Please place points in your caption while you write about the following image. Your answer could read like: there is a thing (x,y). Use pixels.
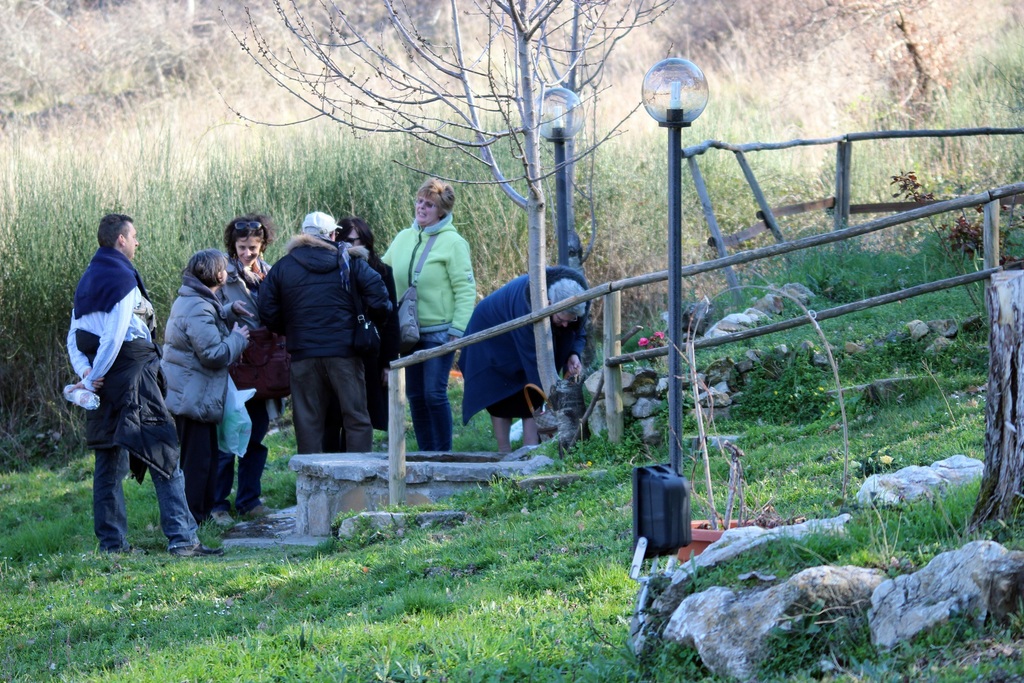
In the image I can see some people (188,425) on the grass floor (89,604) and around there are some trees (541,27), poles (674,415) which has some lamps (682,87) and also I can see the fencing (666,277).
